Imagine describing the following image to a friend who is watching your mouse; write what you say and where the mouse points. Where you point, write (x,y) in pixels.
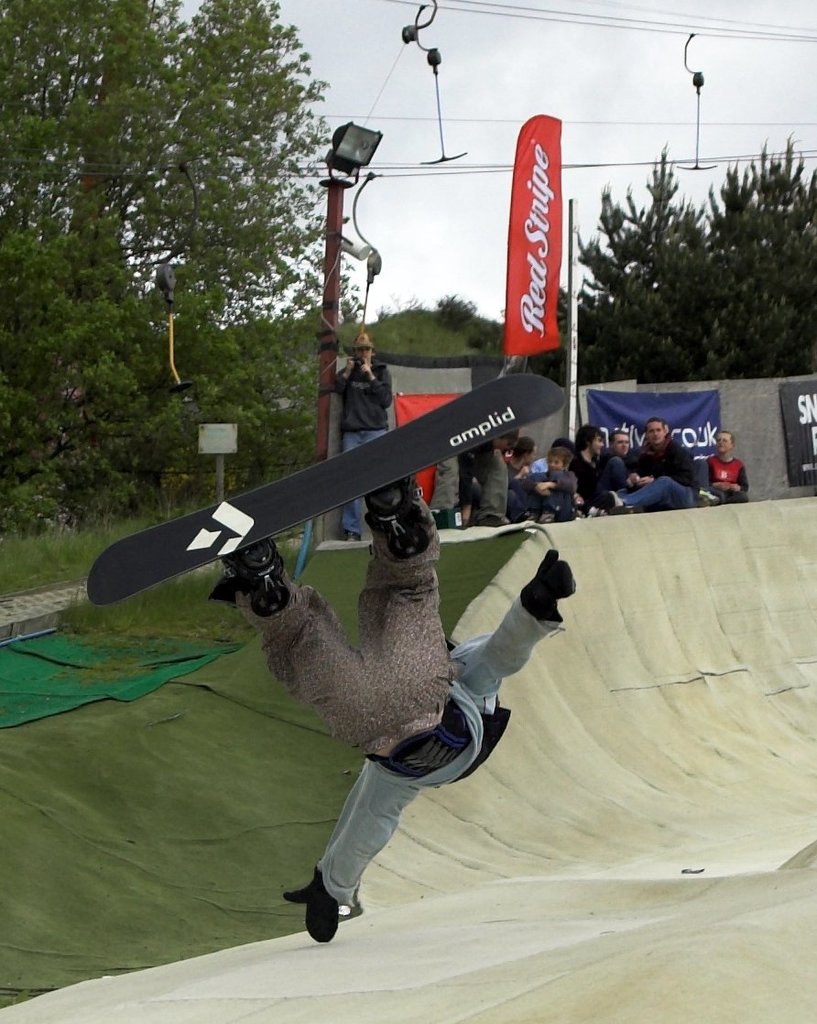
In this image we can see a person (380,652) is in the air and wore a snowboard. Here we can see banners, poles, wires (320,176), people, grass (69,560), carpets (170,716), surface (341,985), and trees (25,178). In the background (569,111) there is sky (569,111).
